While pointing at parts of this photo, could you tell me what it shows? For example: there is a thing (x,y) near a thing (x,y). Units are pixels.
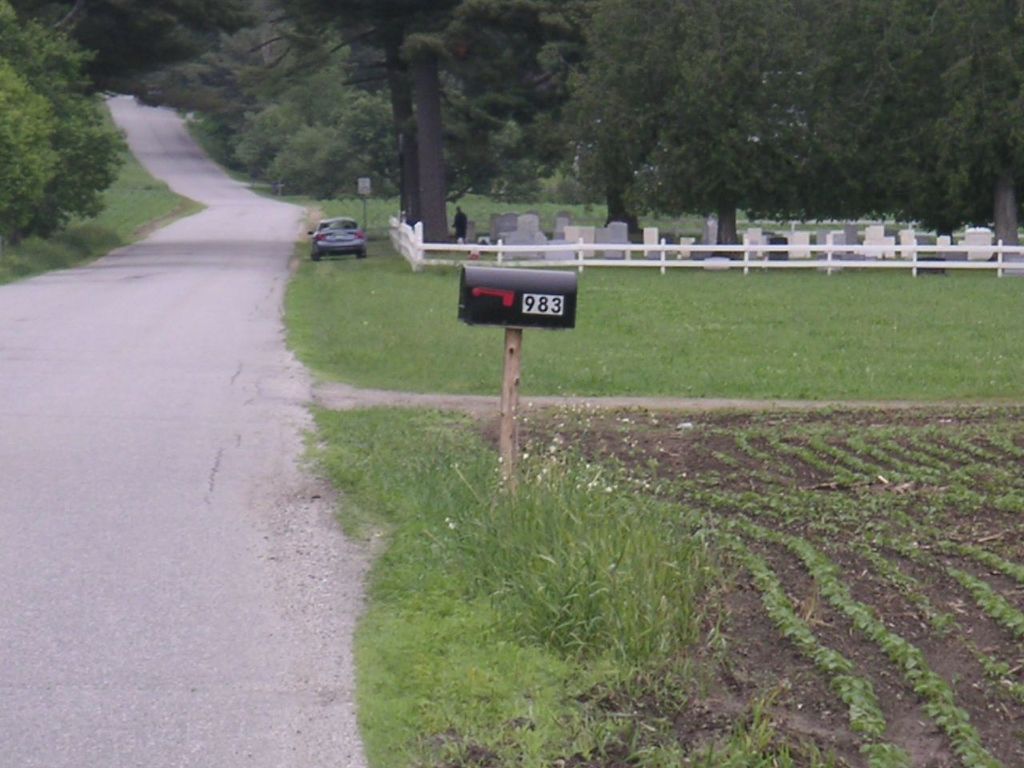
In this image I can see the road (112,445), some grass (395,273), a car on the ground (392,248), a pole (366,210), a black colored box (546,300), the white colored railing (646,246), the cemetery (706,240) and a person (456,221) standing. In the background (222,133) I can see the road (163,111) and few trees (156,81) on both sides of the road (163,124).
